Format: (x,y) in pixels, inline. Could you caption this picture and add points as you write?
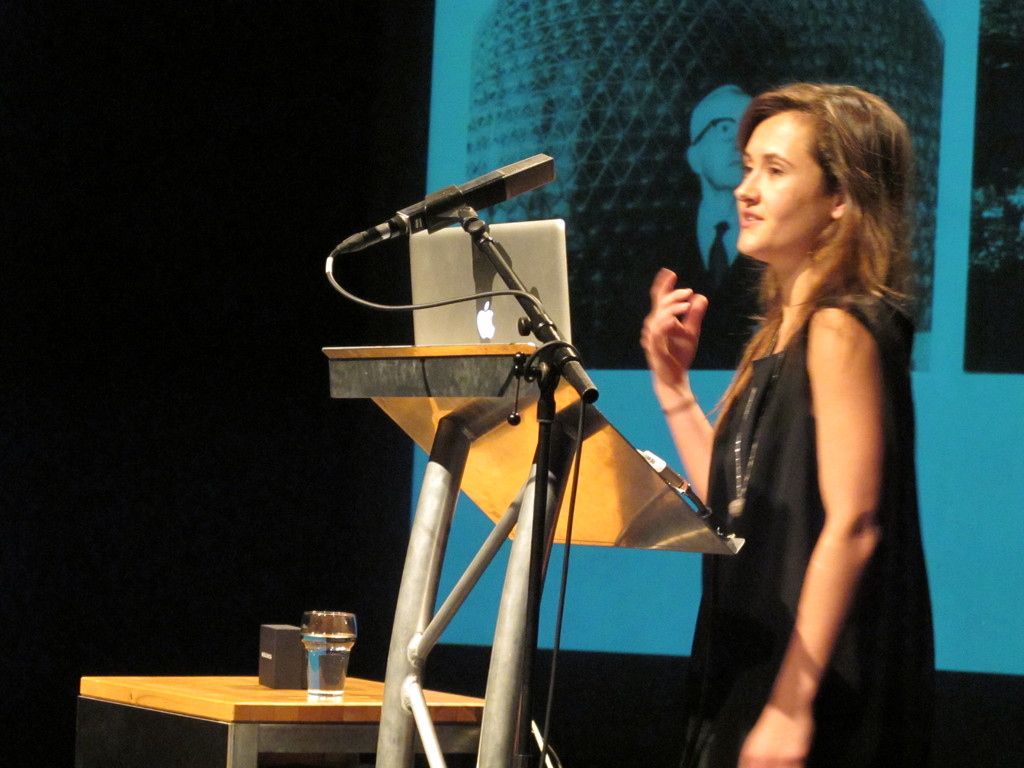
In this image I can see a woman (699,494) is standing and I can see she is wearing black dress (797,569). I can also see a stand (466,483) and on it I can see a laptop (535,283). Here I can see a mic (550,176) and in the background (253,708) I can see a table (235,685) and on this table (220,708) I can see few stuffs (308,667). I can also see a screen (1023,13) in background (1020,297).
